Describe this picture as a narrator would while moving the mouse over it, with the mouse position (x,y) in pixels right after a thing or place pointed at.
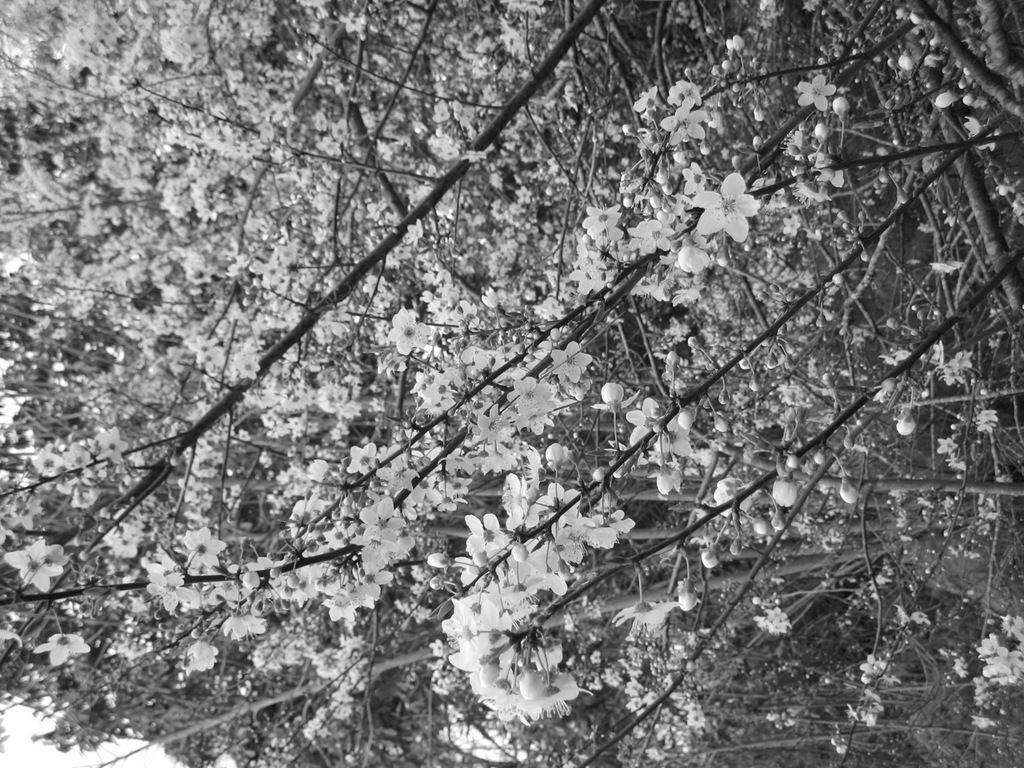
In this picture we can see flowers (462,296) and trees (766,330).
